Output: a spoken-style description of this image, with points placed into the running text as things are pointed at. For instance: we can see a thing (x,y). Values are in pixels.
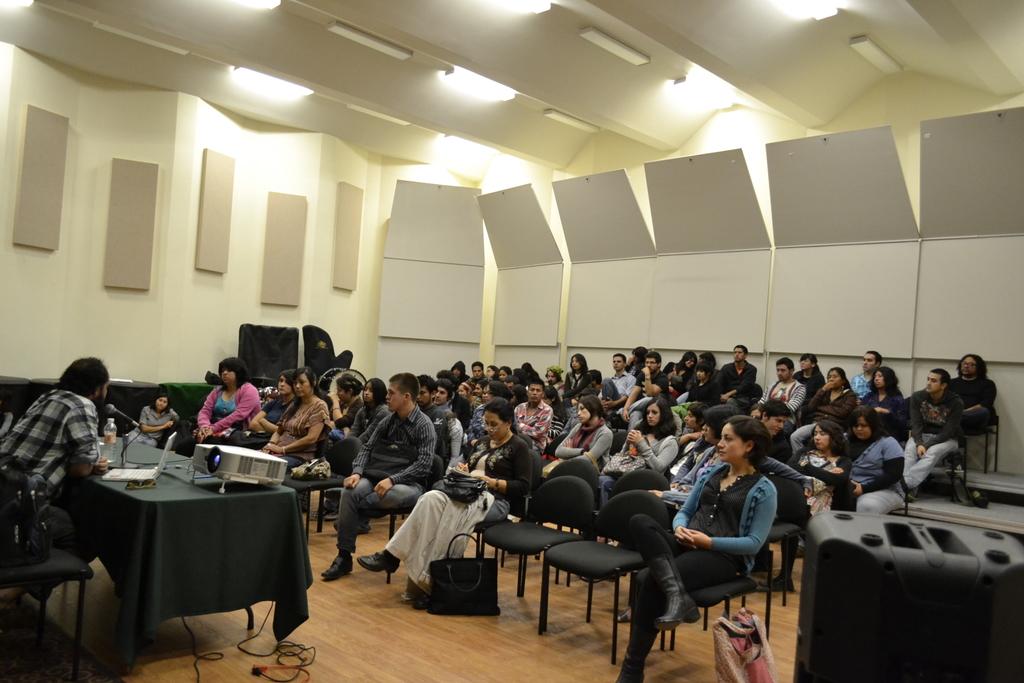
In this picture there are people (204,410) sitting on chairs (775,534) and we can see bottle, microphone (137,430), laptop (167,460) and projector (195,463) on the table (178,485). We can see bags (770,668) on the floor (526,643). In the background of the image (322,314) we can see wall (343,161), lights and objects (348,354). In the bottom right side of the image (814,580) we can see black object (908,575).
